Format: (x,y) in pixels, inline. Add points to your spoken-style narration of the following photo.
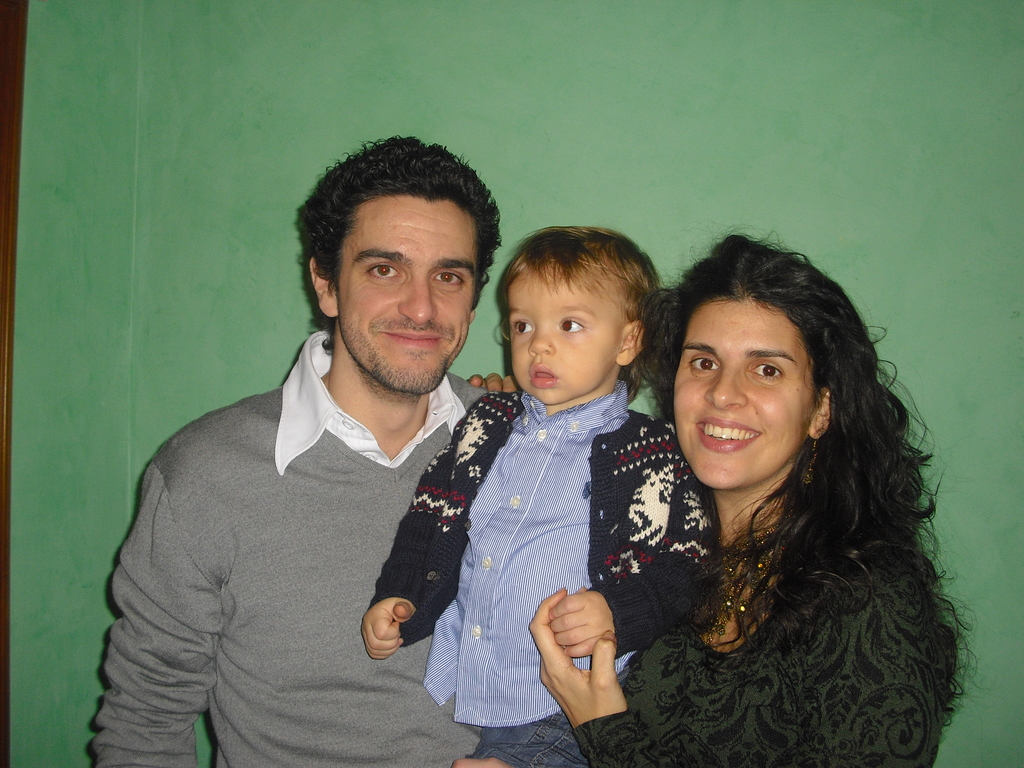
In this image I can see three people (615,567) are wearing different color dresses (445,605). Background (199,233) is in green color.
